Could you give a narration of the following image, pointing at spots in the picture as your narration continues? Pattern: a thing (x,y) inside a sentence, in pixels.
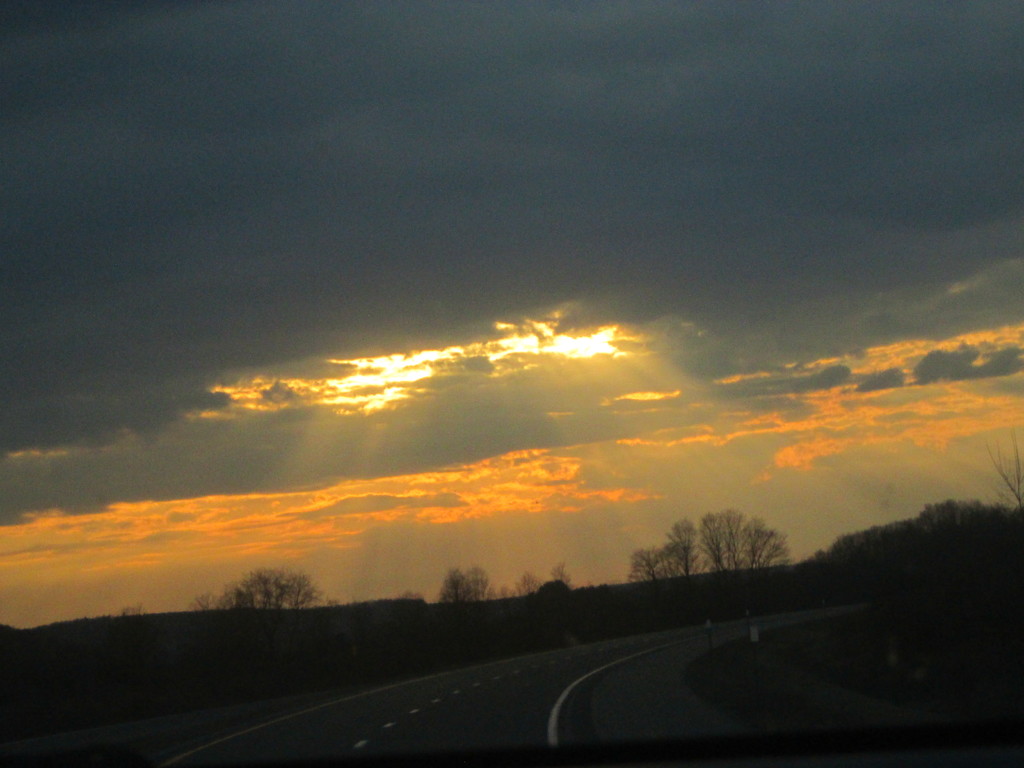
This is an outside view. At the bottom of the image (532,715) I can see the road (577,686). On both sides of the road (671,685) there are some trees (728,606). On the top of the image (463,164) I can see the sky (682,338) and clouds (601,149).
